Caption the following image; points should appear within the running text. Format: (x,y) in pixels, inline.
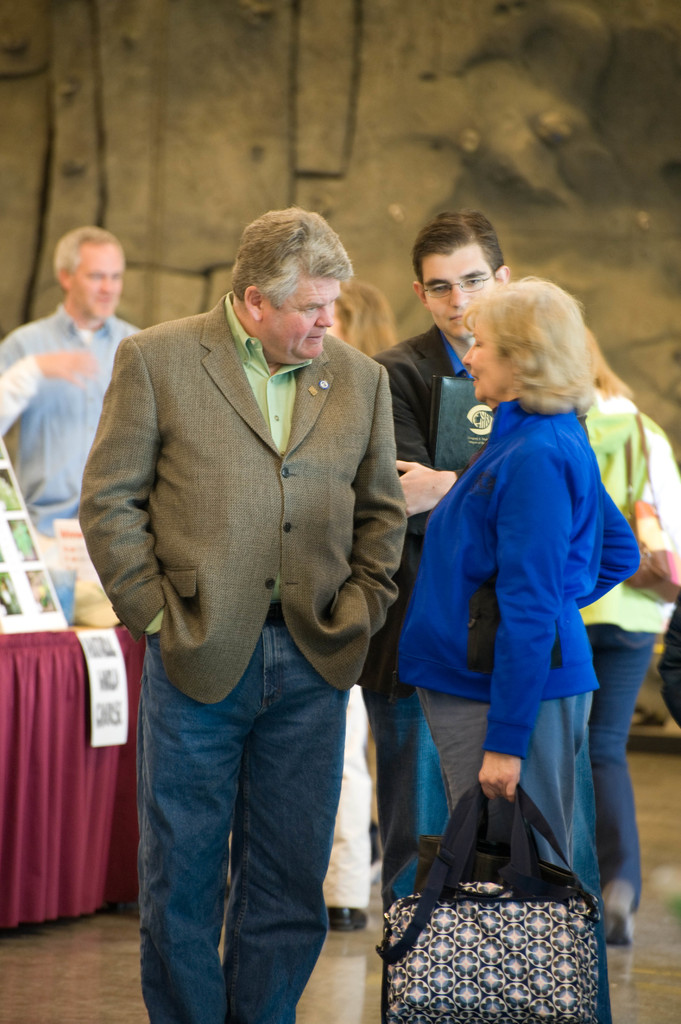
In this image, we can see people (416,680) standing and in the background (36,586), there are some papers (33,566) on the table (79,763) and there is a cloth (65,773) and we can see a wall (349,142).
